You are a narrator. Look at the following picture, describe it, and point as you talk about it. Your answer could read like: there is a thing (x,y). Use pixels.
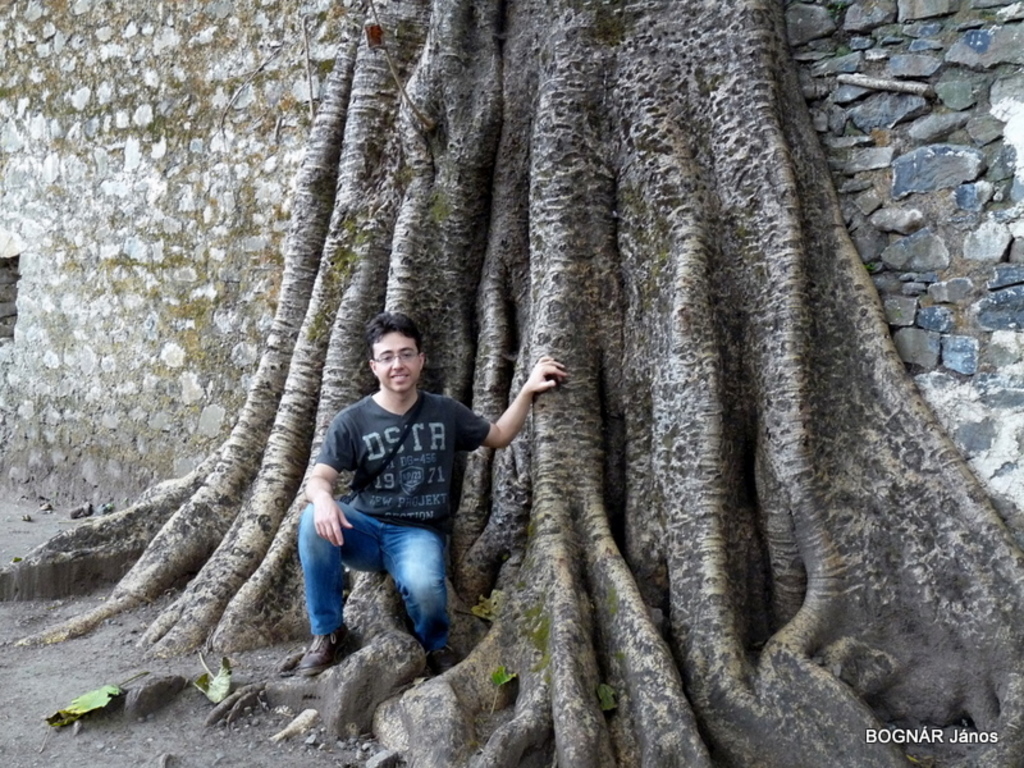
In the foreground of this image (370,459), there is a man (402,526) squatting and in the background (670,88), there is a tree trunk (427,79) and a brick wall (210,39).
